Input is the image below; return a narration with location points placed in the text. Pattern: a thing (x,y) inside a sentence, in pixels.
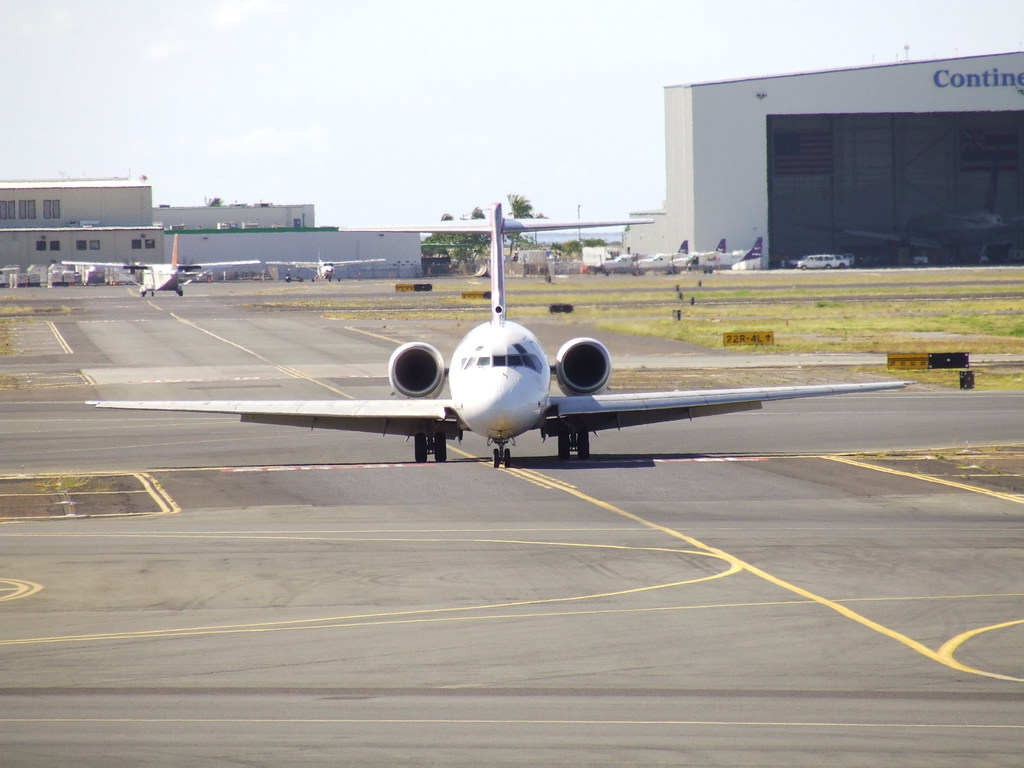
In the middle of the image (599,360) we can see aeroplanes (588,452) on the runway (653,491). At the top of the image (404,63) we can see sky (313,58), trees (513,209) and buildings (267,205). On the right side of the image (725,229) we can see a shed (963,179) and motor vehicles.
